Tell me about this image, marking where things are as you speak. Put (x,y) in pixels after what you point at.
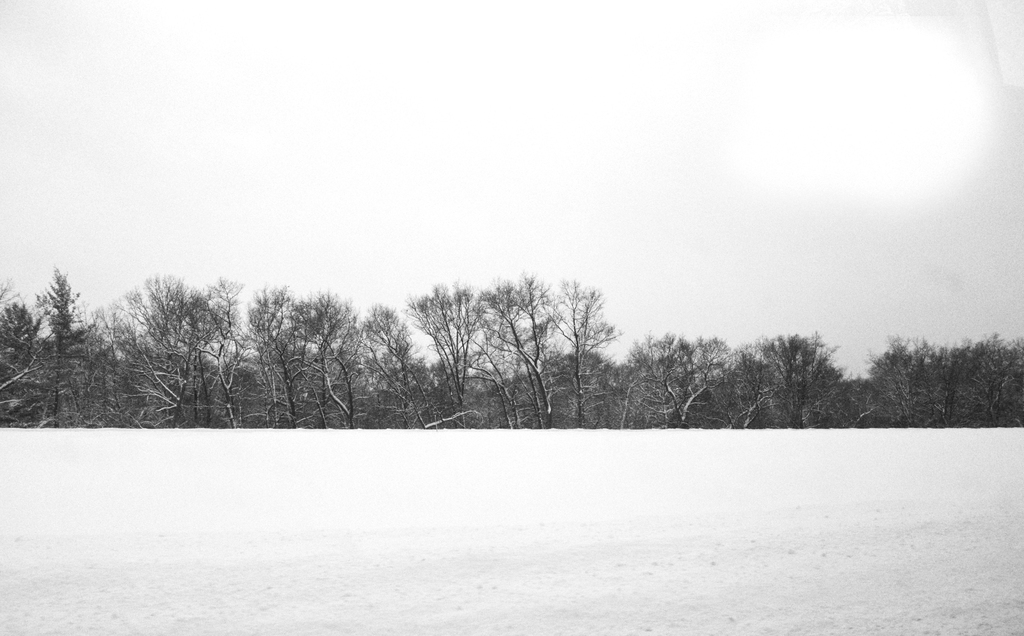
In this picture we can see snow (435,562), trees (568,414) and in the background (276,141) we can see the sky (298,195).
